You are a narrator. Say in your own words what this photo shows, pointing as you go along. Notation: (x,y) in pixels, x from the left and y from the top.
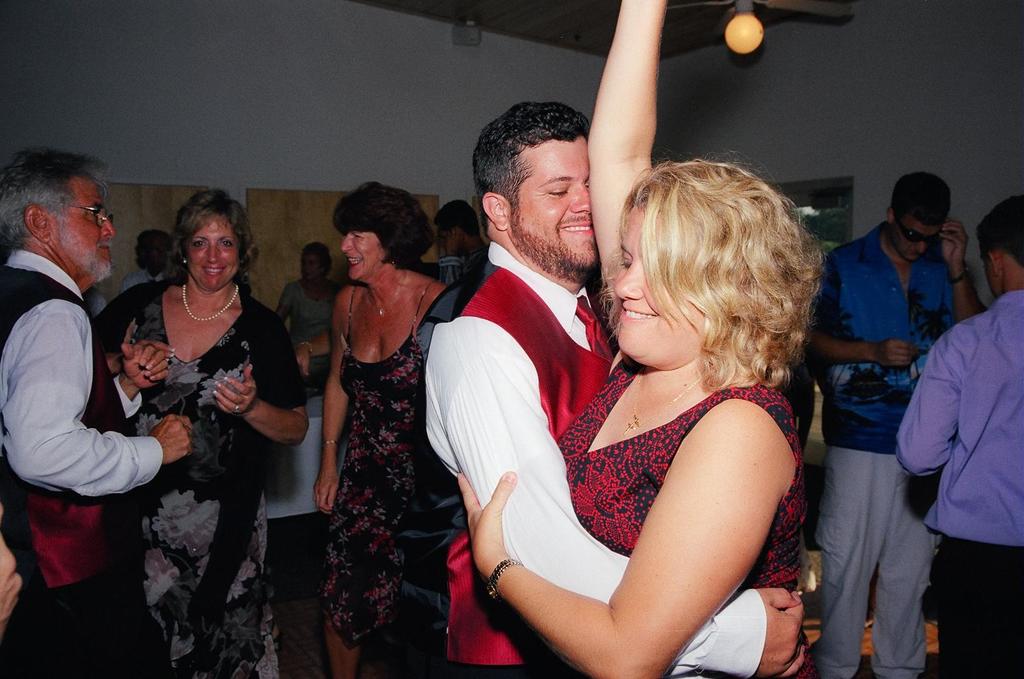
This picture is clicked inside. In the foreground (642,275) we can see a woman (743,426) wearing red color dress (761,399) and man (512,304) standing on the ground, smiling and seems to be dancing. On the left (46,206) there is a man (75,308) and two women (249,298) wearing black color dresses (390,411) and standing on the ground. In the background (944,233) we can see the group of people (944,258) and we can see the wall (400,78), roof (506,17) and the light (763,32).
